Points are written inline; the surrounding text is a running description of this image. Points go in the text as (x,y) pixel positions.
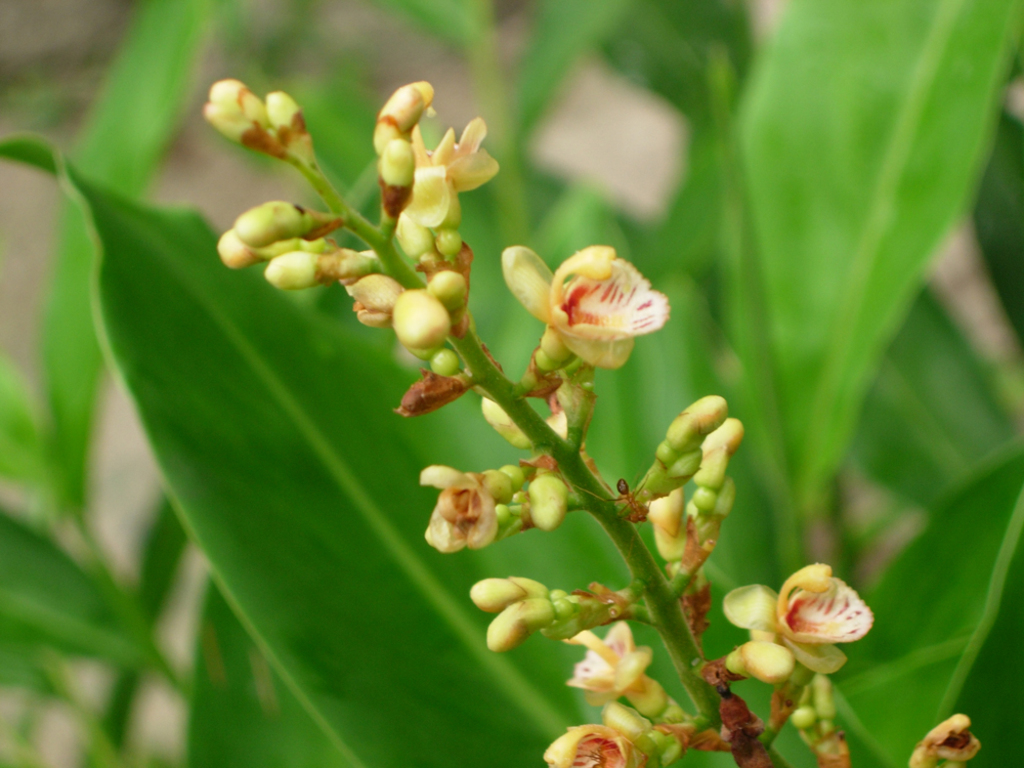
In this image we can see an insect (638,501) on the plant (644,558). In the background (325,451) we can see the leaves (825,340).
